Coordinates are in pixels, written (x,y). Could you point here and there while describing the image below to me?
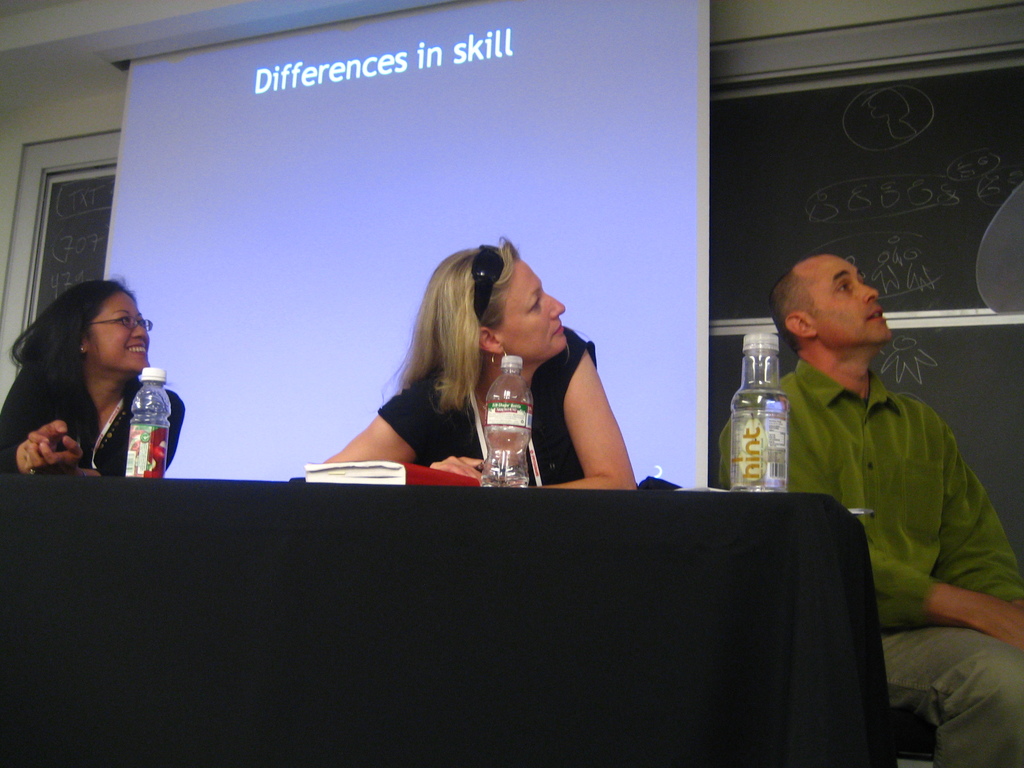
In this image I see 2 women (465,357) and a man (810,328) and I see that this woman (32,335) is smiling and there is a table (631,554) in front of them on which there are 3 bottles (487,441) and I see a book (370,483) over here. In the background (174,466) I see the projector screen (255,365) on which there are words (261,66) written and I see the wall (753,12) and a black board (1013,499) over here.
